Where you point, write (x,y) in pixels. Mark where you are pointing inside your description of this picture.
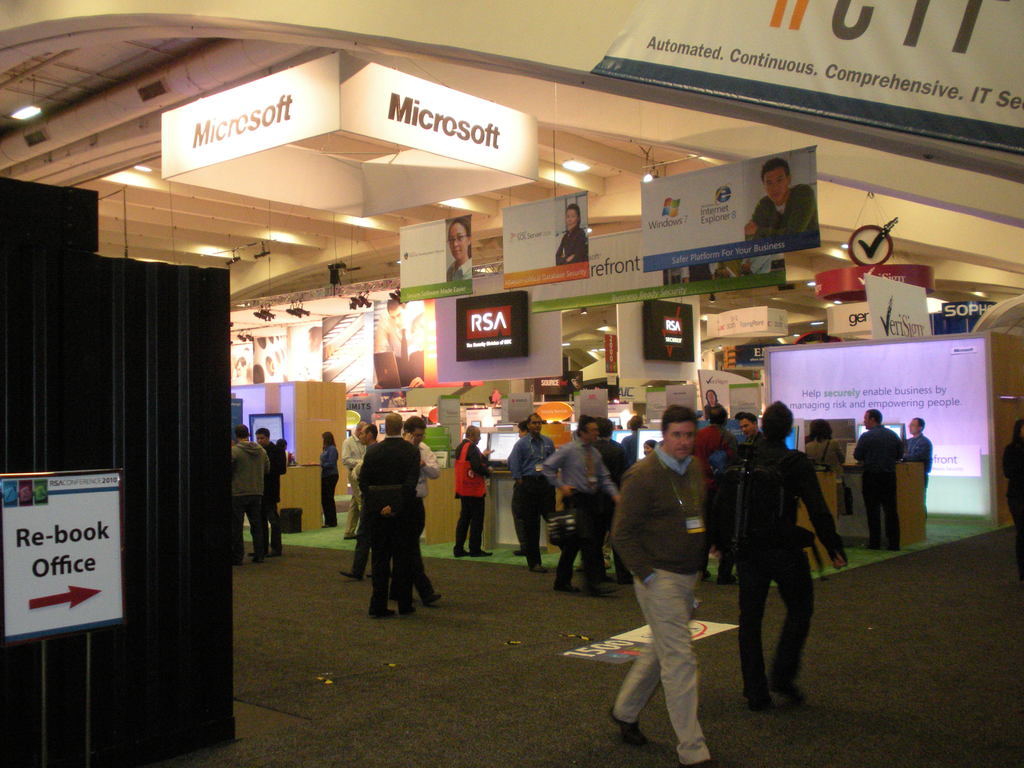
There are few persons (620,521) standing and there are few stores (655,420) in the background (510,413).
